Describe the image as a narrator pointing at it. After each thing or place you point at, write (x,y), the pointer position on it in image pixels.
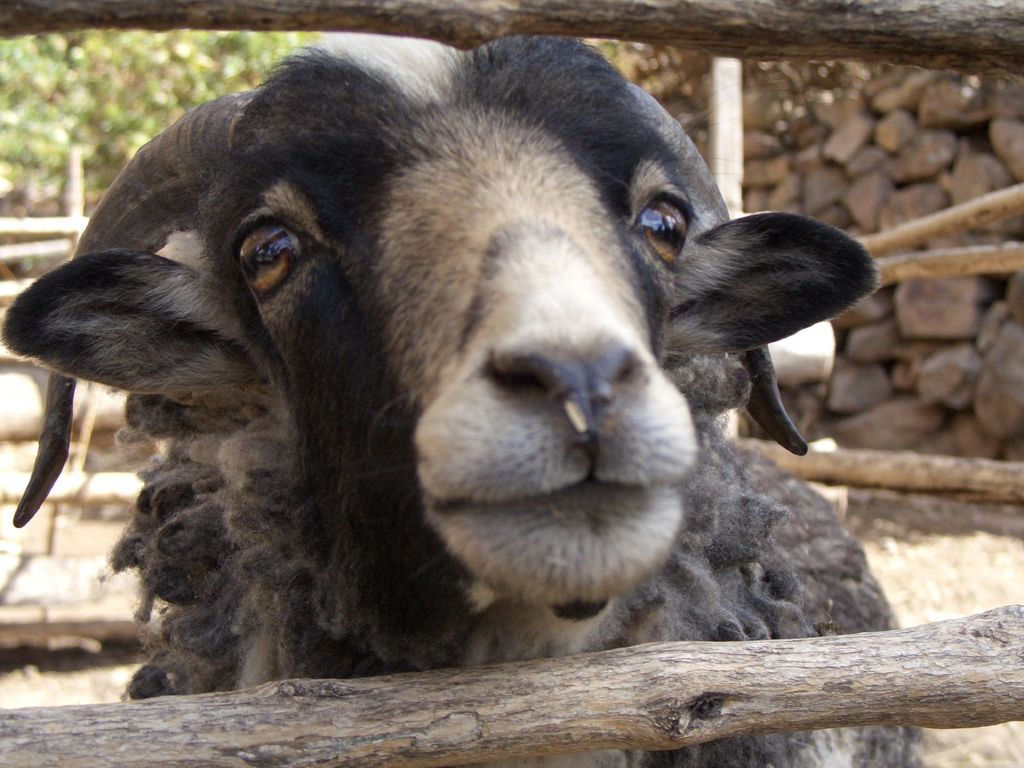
In this image, in the middle (366,387), we can see an animal (638,293) which is placed in between two wood rod (556,716). On the right side (929,210), we can see some wood rod (899,231) and stones (880,190). On the left side (14,252), we can also see some wood rod (87,423). In the background (36,115), we can see some trees (147,90), at the bottom (915,618), we can see a land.
